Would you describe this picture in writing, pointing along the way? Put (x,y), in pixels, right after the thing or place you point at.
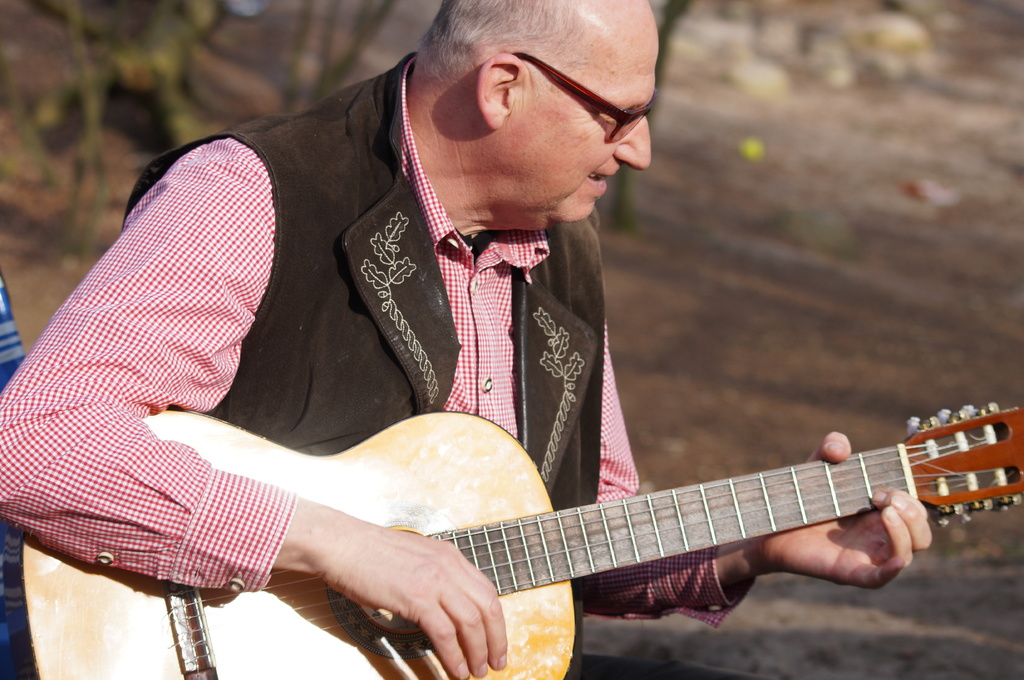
This image consists of a man (260,536) who is playing guitar (355,619). He is wearing brown color coat (416,239) and red color checks shirt (144,324). He is also wearing specs (622,116).
